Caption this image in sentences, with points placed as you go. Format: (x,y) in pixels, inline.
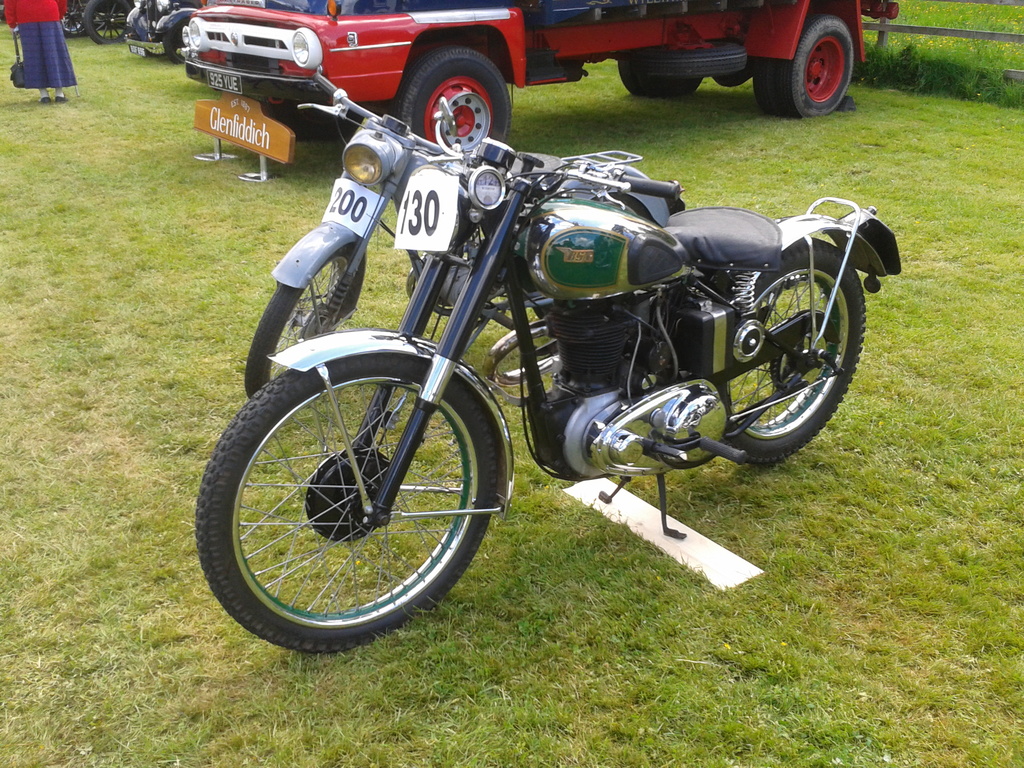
In this picture I can observe two bikes (460,220) on the land (124,204). There is some grass (114,362) on the land (895,343). On the top of the picture (385,45) I can observe a vehicle (364,56) which is in red color. On the top left side (59,48) there is a person (51,54) standing on the ground (50,195).
